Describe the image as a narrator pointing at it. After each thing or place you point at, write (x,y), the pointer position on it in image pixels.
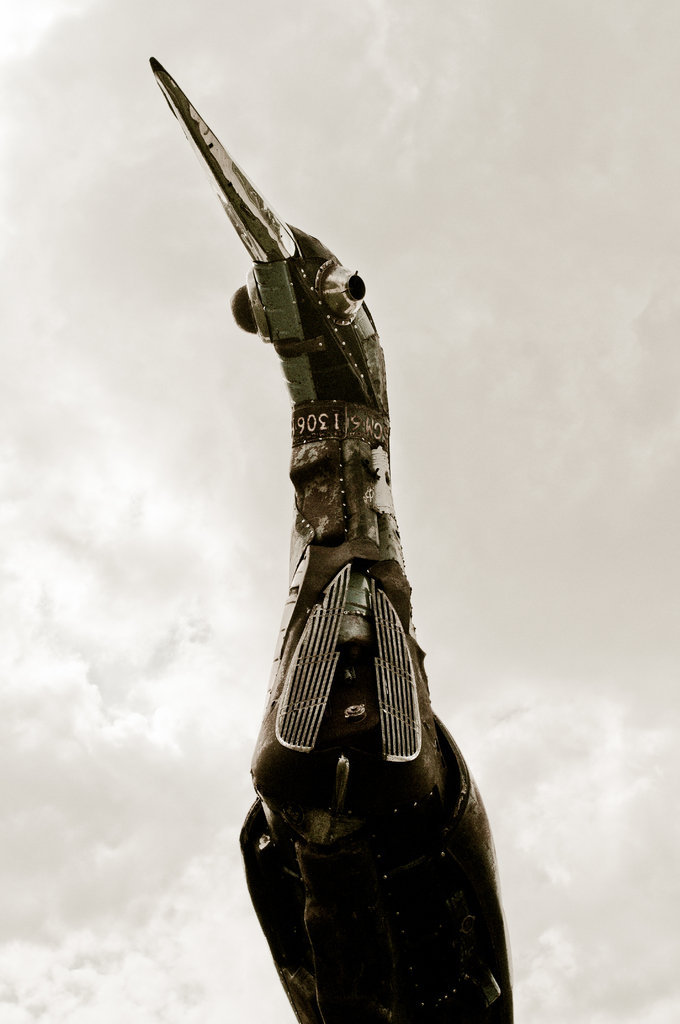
In the center of the image (312,519) we can see one bird sculpture (291,718) and we can see some text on it. In the background (604,826) we can see the sky (368,239) and clouds (451,230).
